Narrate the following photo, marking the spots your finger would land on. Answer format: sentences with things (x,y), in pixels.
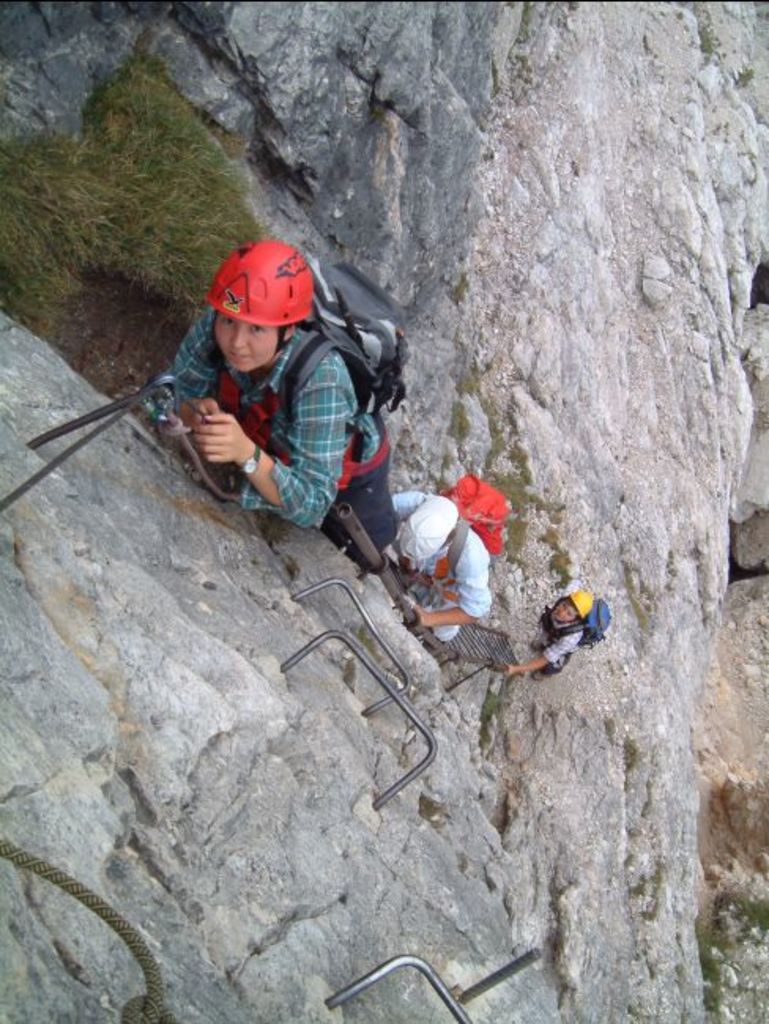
In this image there are few people (403,504) who are climbing the hill (244,211) by holding the rods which are fixed on the hill (180,672). They are wearing the bags (334,346) and helmets (266,295).
